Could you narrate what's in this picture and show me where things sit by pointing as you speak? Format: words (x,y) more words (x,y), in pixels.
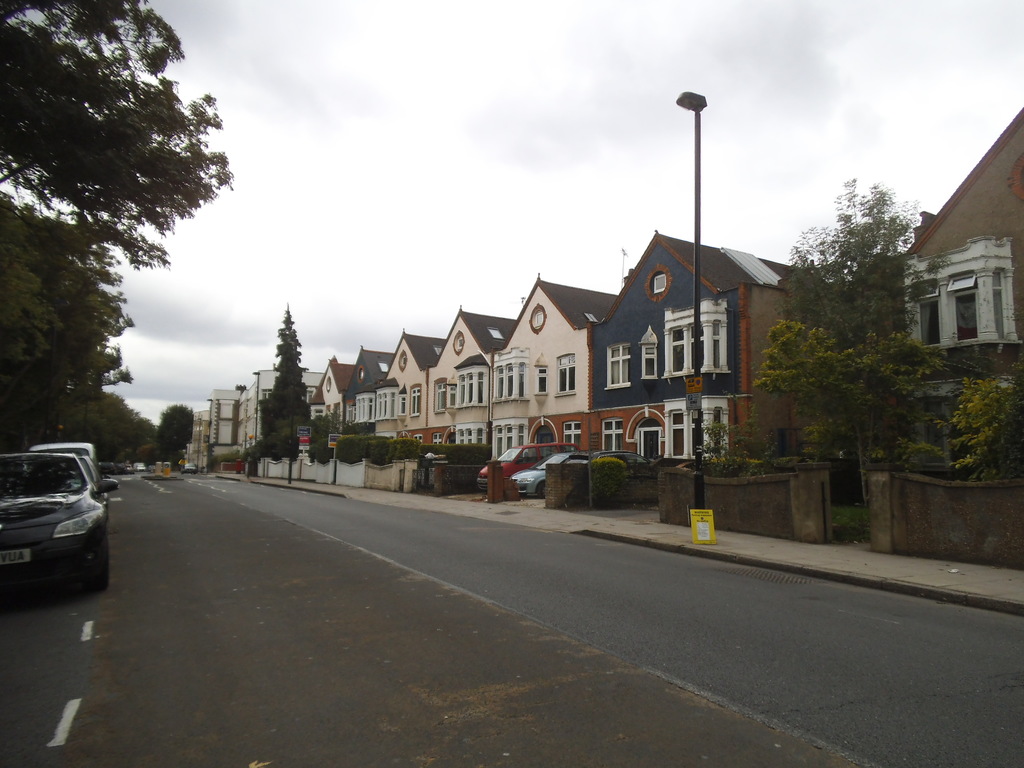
In this image we can see many houses (473,395). There is a sky (416,199) in the image. There is a street light (702,500) in the image. There are few boards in the image. There is a board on the ground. There are many trees (69,134) and plants (446,451) in the image. There are many vehicles (105,467) on the road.
